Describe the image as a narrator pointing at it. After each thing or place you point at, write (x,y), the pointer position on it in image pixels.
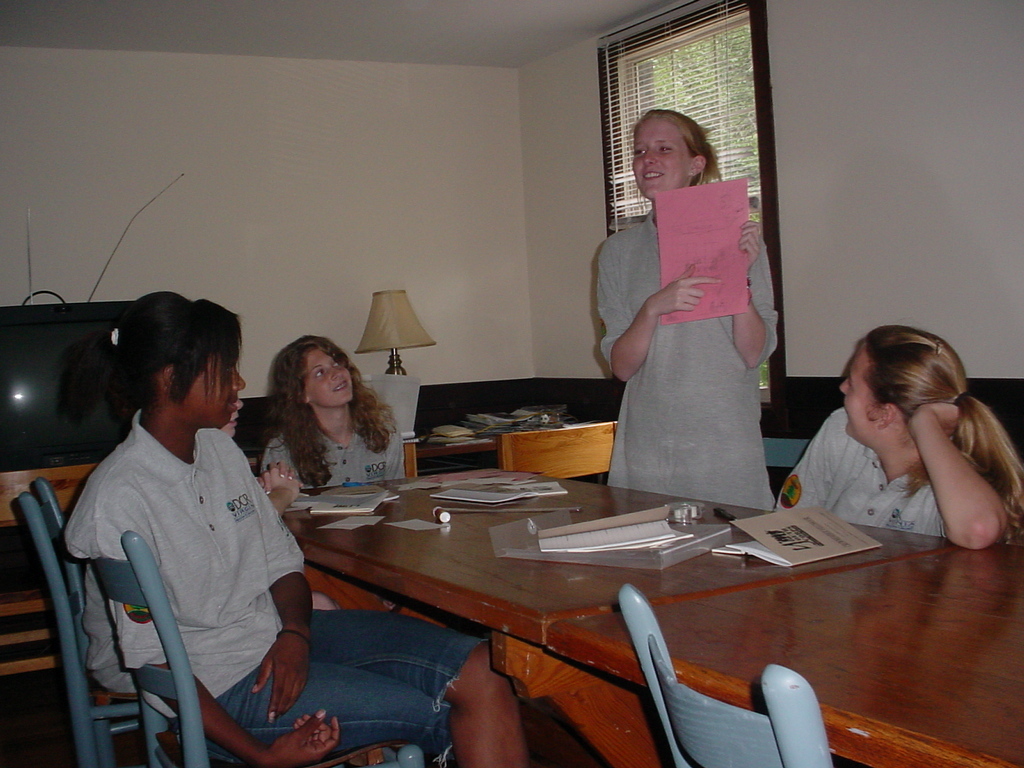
As we can see in the image there is a white color wall (459,206), window (748,50), few people (931,454) sitting on chairs (40,496), television (6,374) and a table (692,584).
